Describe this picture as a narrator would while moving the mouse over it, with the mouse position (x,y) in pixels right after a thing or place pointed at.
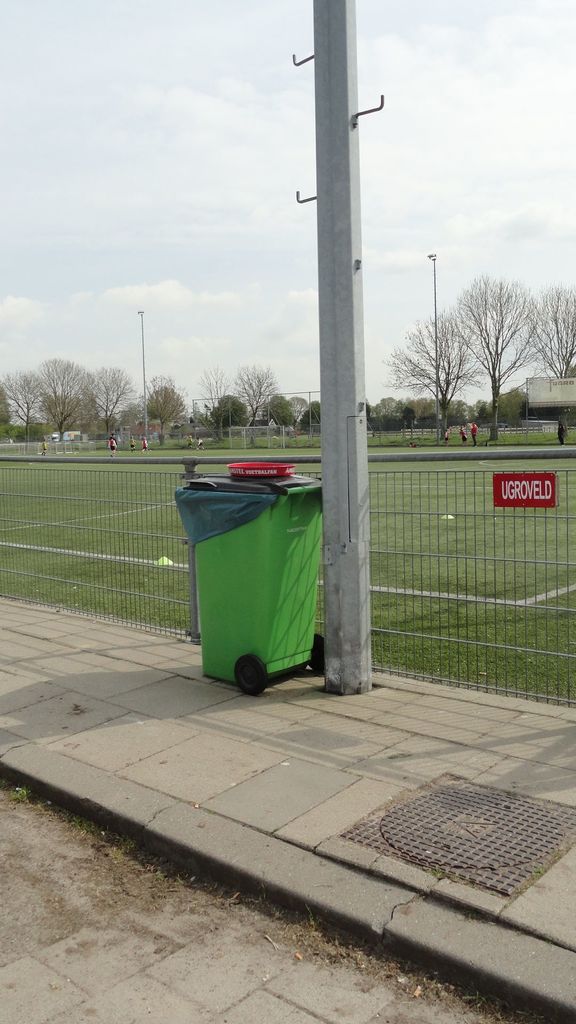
In this image I can see few trees (448,382), poles (363,520), fencing (502,564), few people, dustbin (296,486), few objects (536,488) and the sky (282,122).
